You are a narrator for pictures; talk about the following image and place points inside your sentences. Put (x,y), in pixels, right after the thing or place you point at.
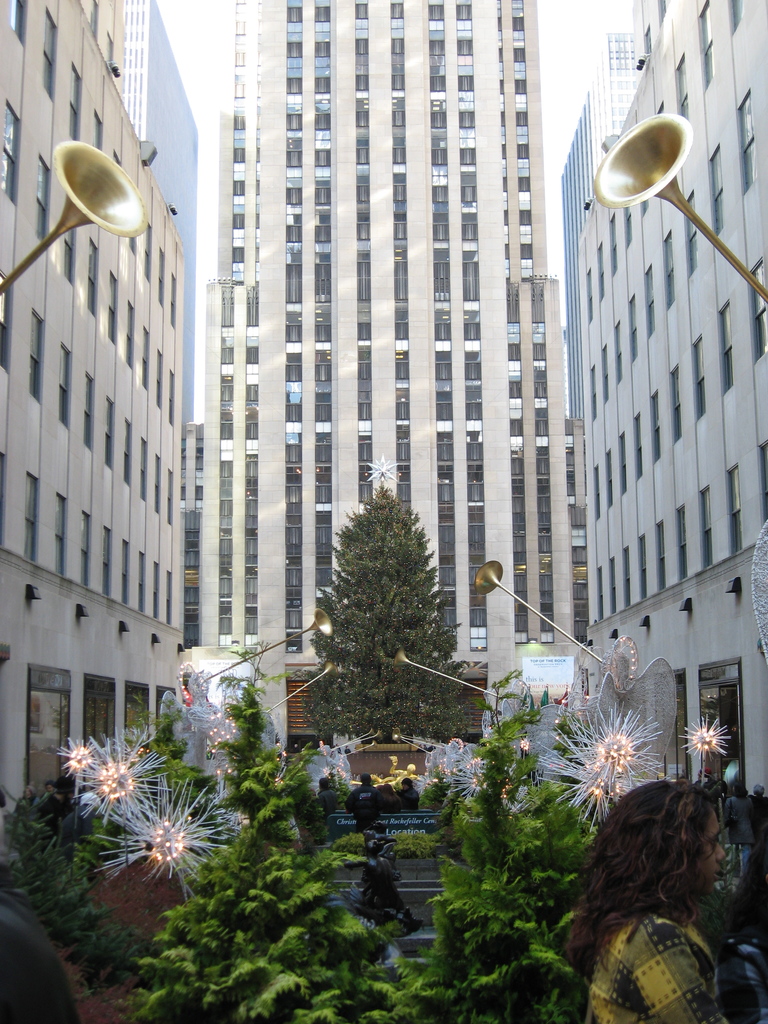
On the sides there are buildings (71,479) with windows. On the ground (398,864) there are trees (326,879) and people (411,787). In the background (450,407) there is a building (408,385). And some decorative items (572,729) are there.
